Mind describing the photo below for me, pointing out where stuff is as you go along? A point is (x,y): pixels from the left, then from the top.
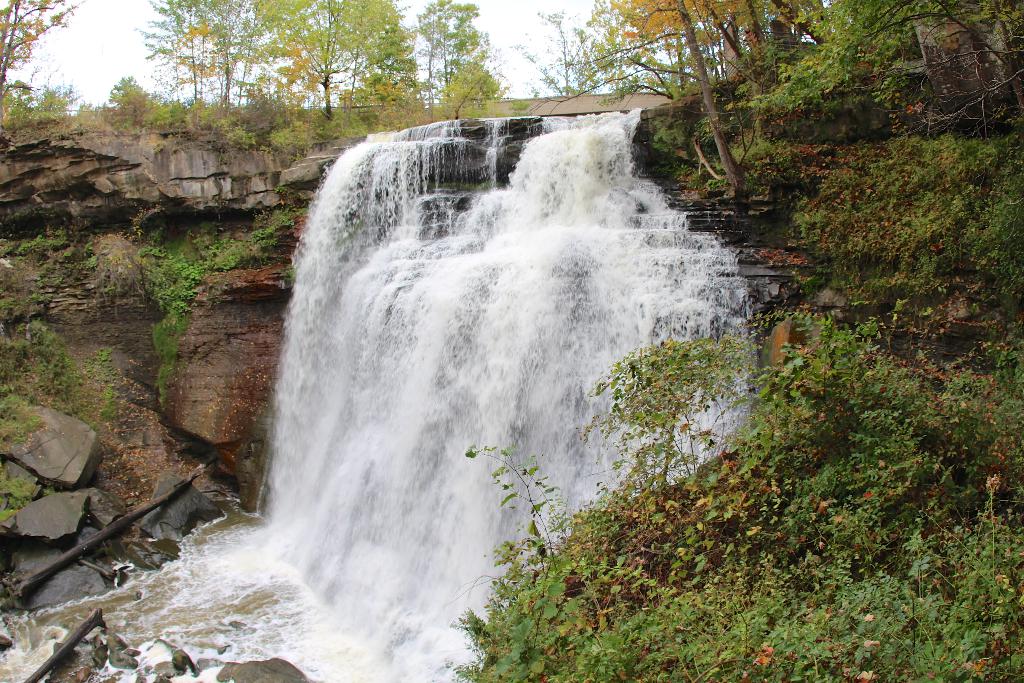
In this image we can see the waterfalls (510,311). We can also see the grass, rocks (61,482), plants (759,577) and also trees (678,81). Sky (103,64) is also visible.
